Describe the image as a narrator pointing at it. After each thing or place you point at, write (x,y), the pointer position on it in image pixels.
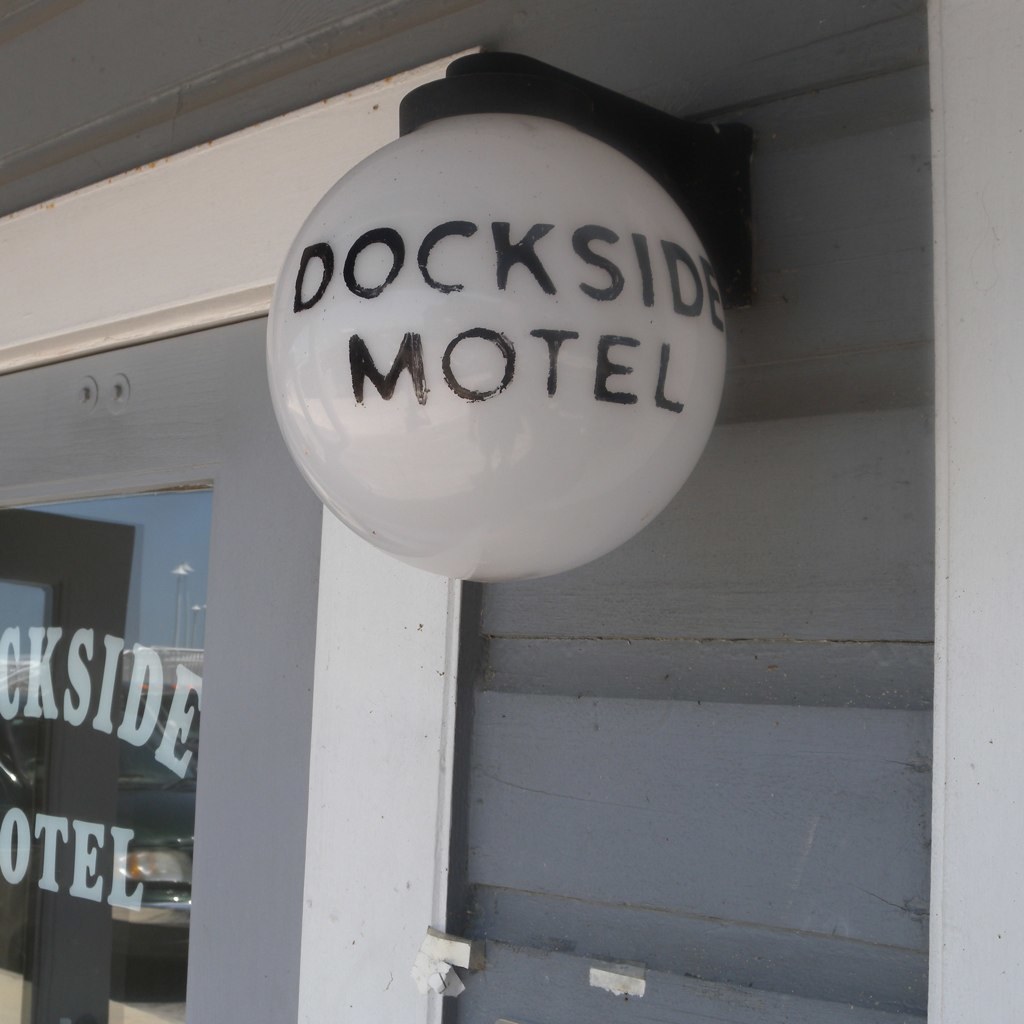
In this picture I can see words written on the bulb (619,167), there are words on the glass door (12,559), and there is a wall (814,718).
